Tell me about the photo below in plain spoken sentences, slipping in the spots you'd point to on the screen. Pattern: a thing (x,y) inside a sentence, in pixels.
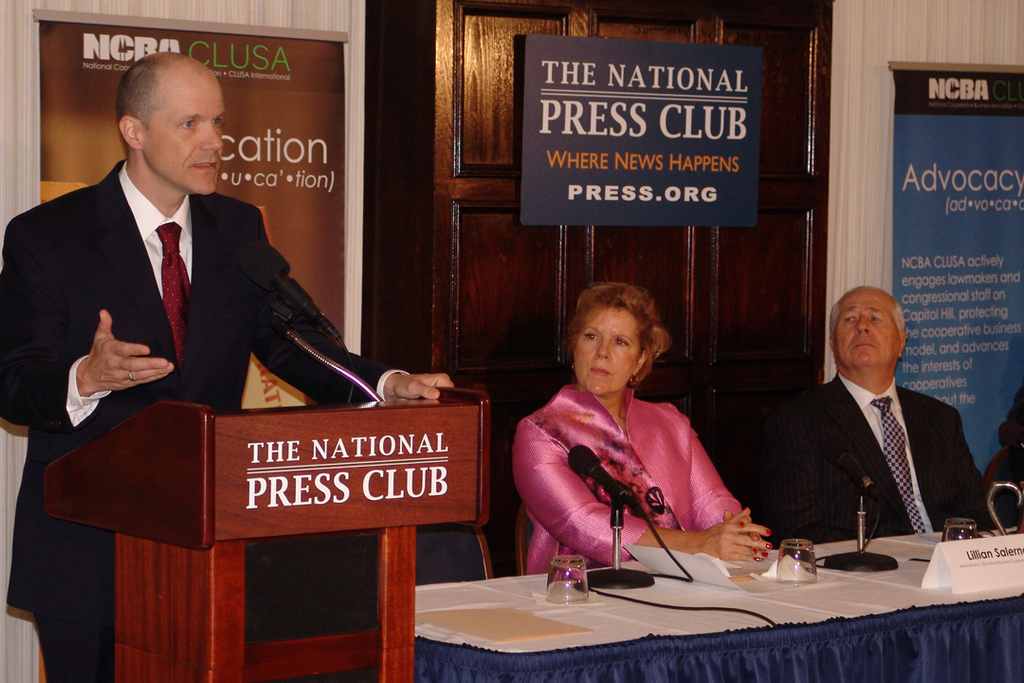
This image is taken indoors. In the background (851,104) there is a wall (867,80) with a door (439,177) on and there is a board (604,107) with a text (613,123) on it. There are two banners (309,165) with a text (948,202) on them. On the left side of the image (230,437) there is a podium (287,472) with a mic (271,257) on it and a man (106,280) is standing and talking. On the right side of the image (838,599) there is a table (710,643) with a table cloth (762,625) and a name board (960,554), a few glasses (568,566), mics (865,555) and a few things (523,630) on it. A man (890,491) and a woman (597,487) are sitting on the chairs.
